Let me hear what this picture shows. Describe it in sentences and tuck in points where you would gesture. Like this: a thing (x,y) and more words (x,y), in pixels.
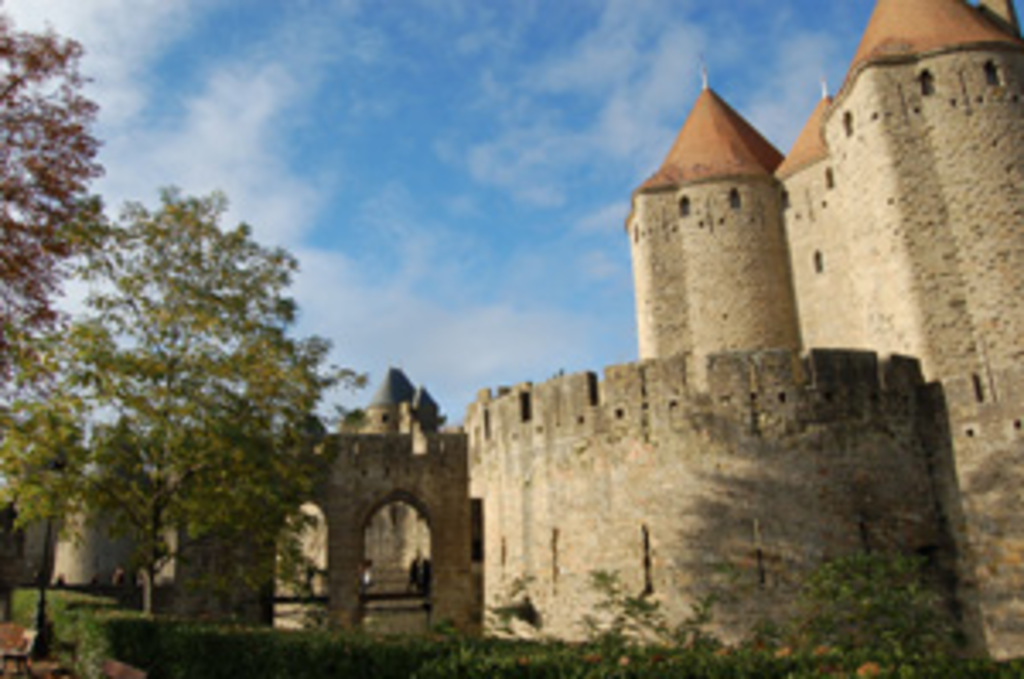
In this image I can see fort (887,392) and building (868,106) which is in cream and brown color. I can see trees (100,397) and bench (19,656). The sky (332,168) is in blue and white color.
